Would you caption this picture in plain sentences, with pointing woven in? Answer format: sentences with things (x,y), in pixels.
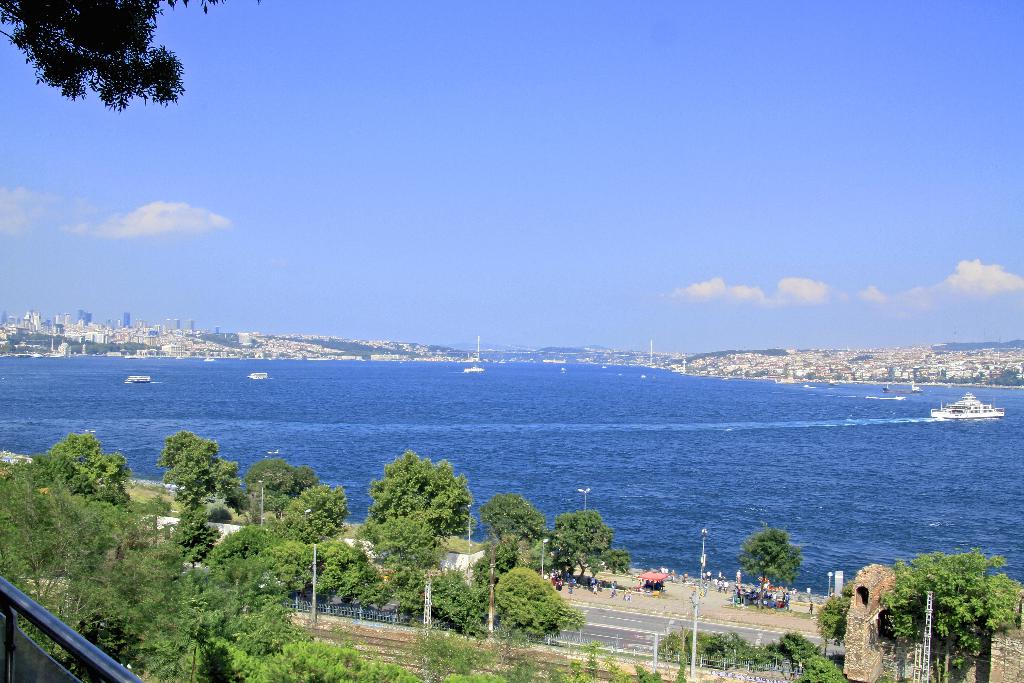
In this picture we can see blue sky (619,154) with clouds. These are the buildings (911,369). This is a river (651,440). We can see a ship (949,415). These are the trees (202,467). This is a road (635,631). We can see few people (735,600) under this tree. Few are walking on the footpath (650,609).
